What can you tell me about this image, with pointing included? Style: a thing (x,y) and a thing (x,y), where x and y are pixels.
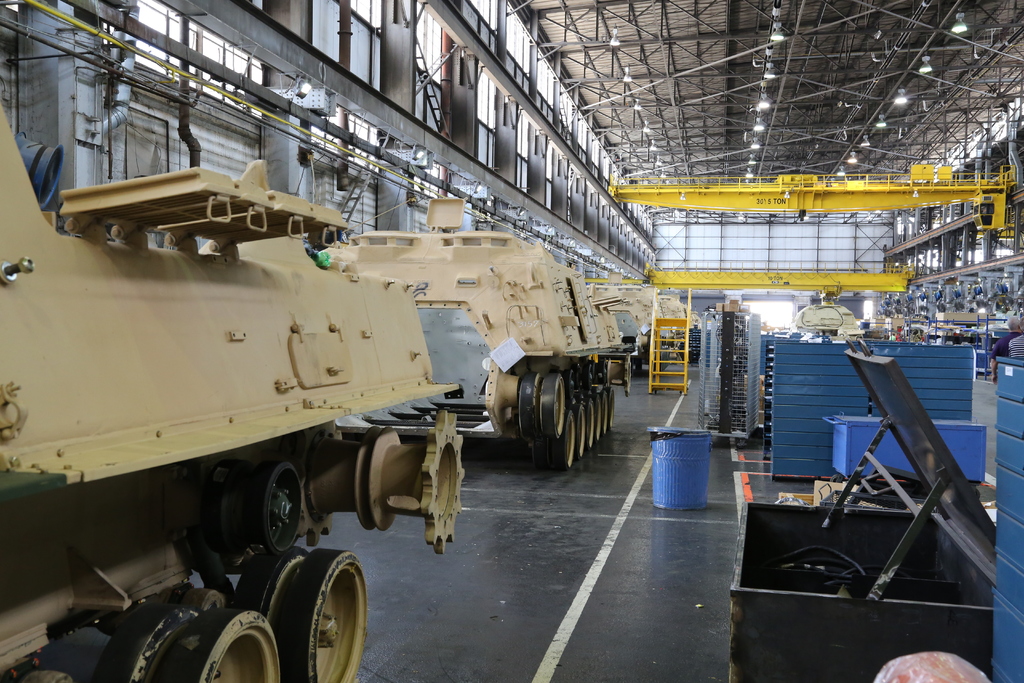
In this picture there are vehicles (396,300) and there are machines (996,289) and there is a ladder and dustbin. At the back (795,304) there is a door (758,301). At the top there are lights (768,69). On the right side of the image (749,588) there is a table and there are objects (927,379). There are pipes (108,101) and wires (296,136) on the wall (595,205).
